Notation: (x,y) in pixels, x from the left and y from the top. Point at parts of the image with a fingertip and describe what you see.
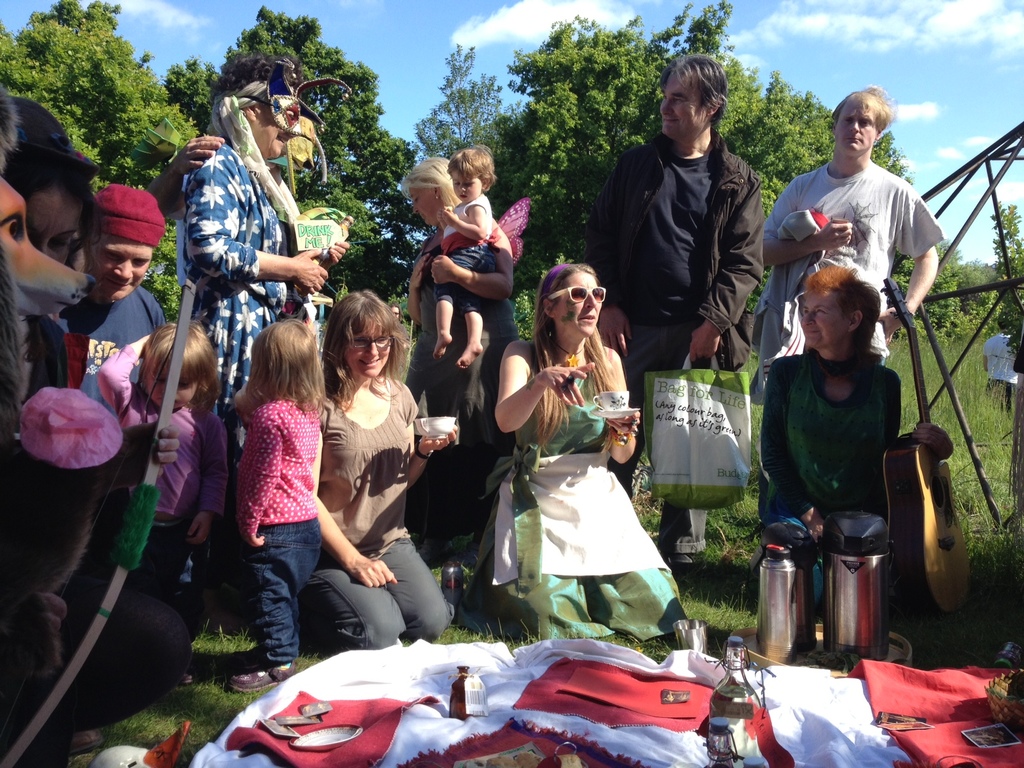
In the image we can see there are people (604,429) standing and some of them are sitting on their knee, we can even see there are children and they are wearing clothes (466,389). Here we can see the bottles (731,716), clothes (780,707), containers (796,613) and the cards (300,722). Here we can see a person (884,422) holding a guitar (897,451). We can even see grass (249,646), trees (764,167) and the cloudy sky (890,85).
